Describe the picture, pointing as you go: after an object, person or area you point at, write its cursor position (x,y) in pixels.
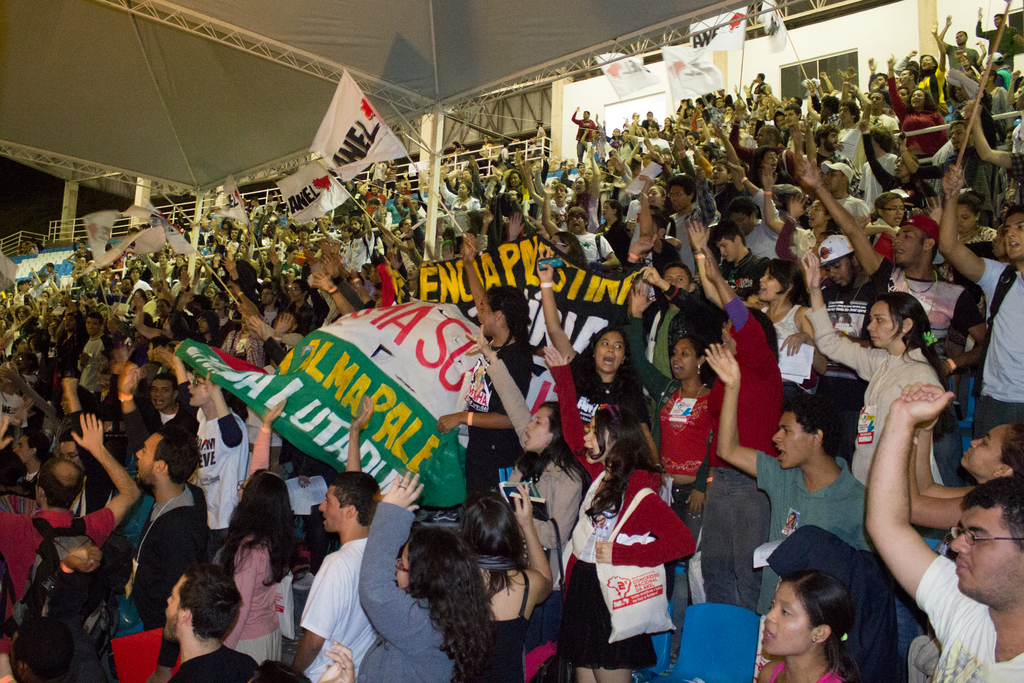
In this image we can see many people (834,467) are standing in the stadium (416,197) by holding banners (439,398) and flags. In the background (877,38), we can see the wall (865,42).
